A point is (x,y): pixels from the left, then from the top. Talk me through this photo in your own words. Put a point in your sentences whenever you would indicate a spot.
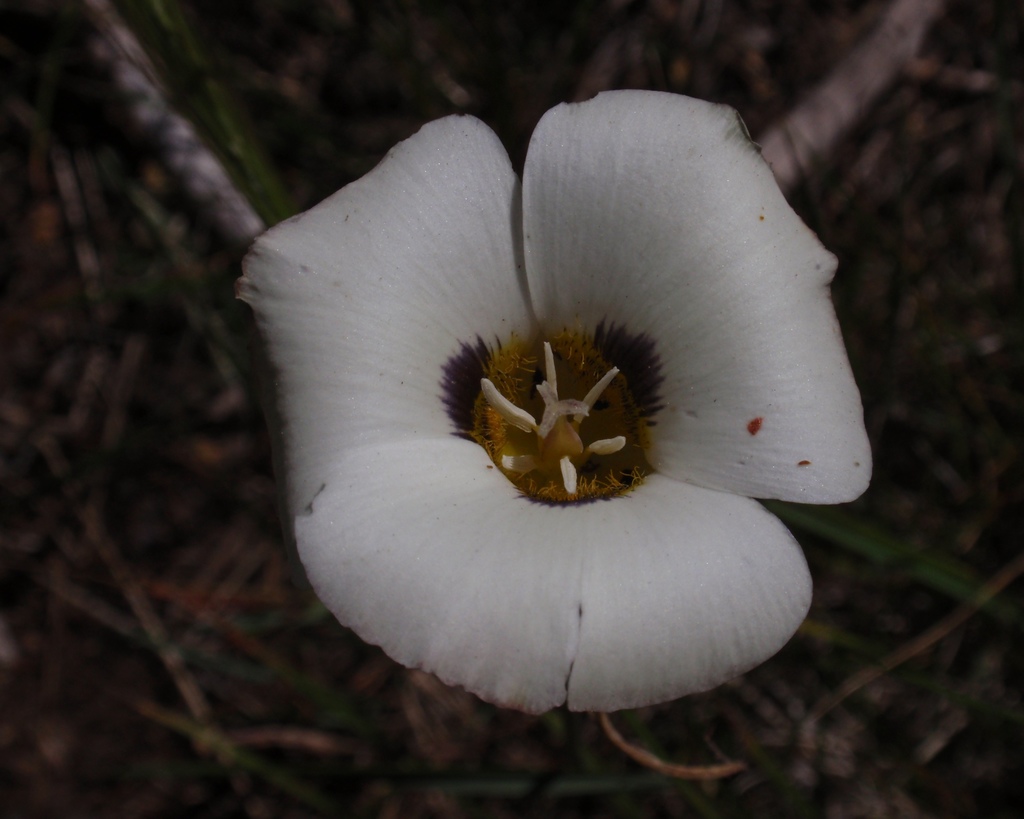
In this image there is a flower (422,403) which is in white color. Background (293,634) there are plants (888,736) on the land (865,760).
